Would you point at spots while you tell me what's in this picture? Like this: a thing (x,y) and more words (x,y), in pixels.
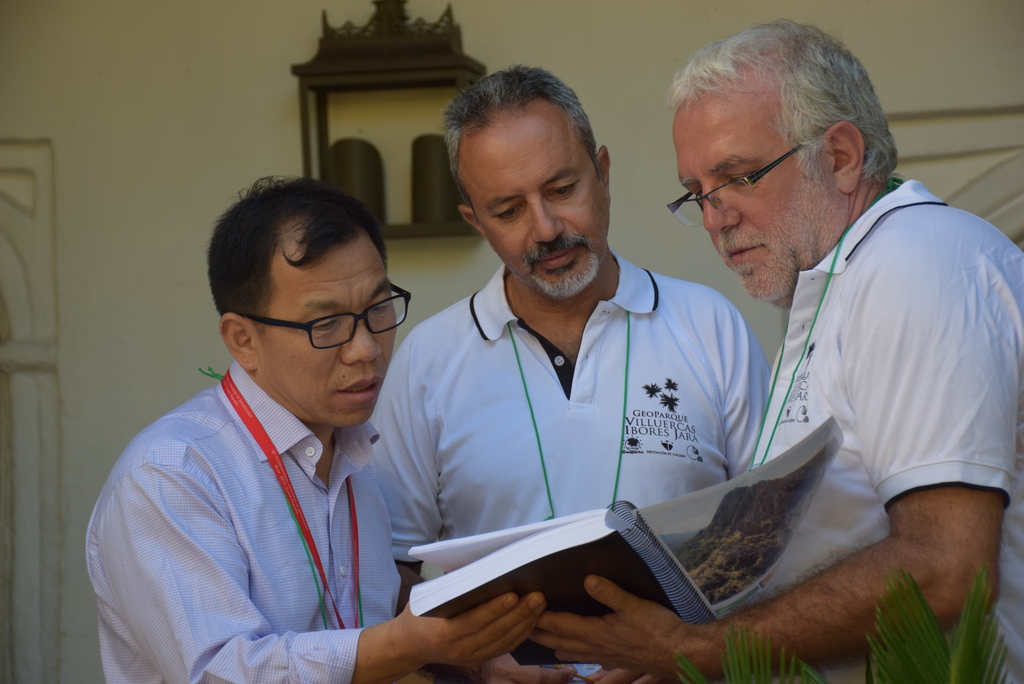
In this image, there are a few people (272,238). Among them, some people (827,305) are holding a book (565,594). We can also see some leaves (959,652) at the bottom right (888,627). In the background (249,53), we can see the wall (308,33) with some objects (449,234).
